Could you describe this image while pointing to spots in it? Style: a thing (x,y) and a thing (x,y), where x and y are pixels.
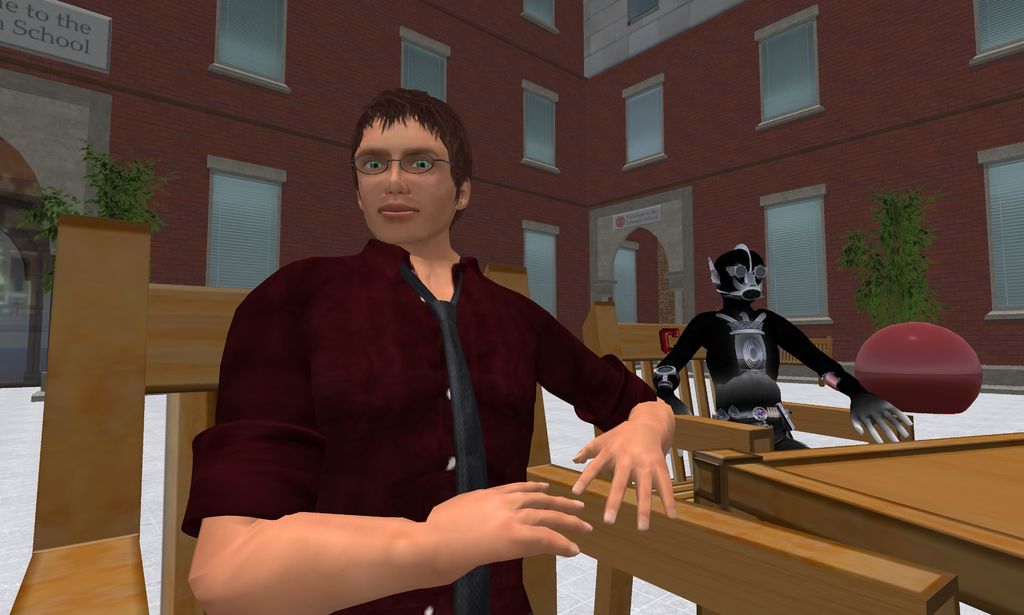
In this image we can see a person (496,340) sitting in a chair (507,283) beside a table (822,472). We can also see a robot (750,401) placed in a chair (682,384), some plants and a building (486,130) with windows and a signboard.
